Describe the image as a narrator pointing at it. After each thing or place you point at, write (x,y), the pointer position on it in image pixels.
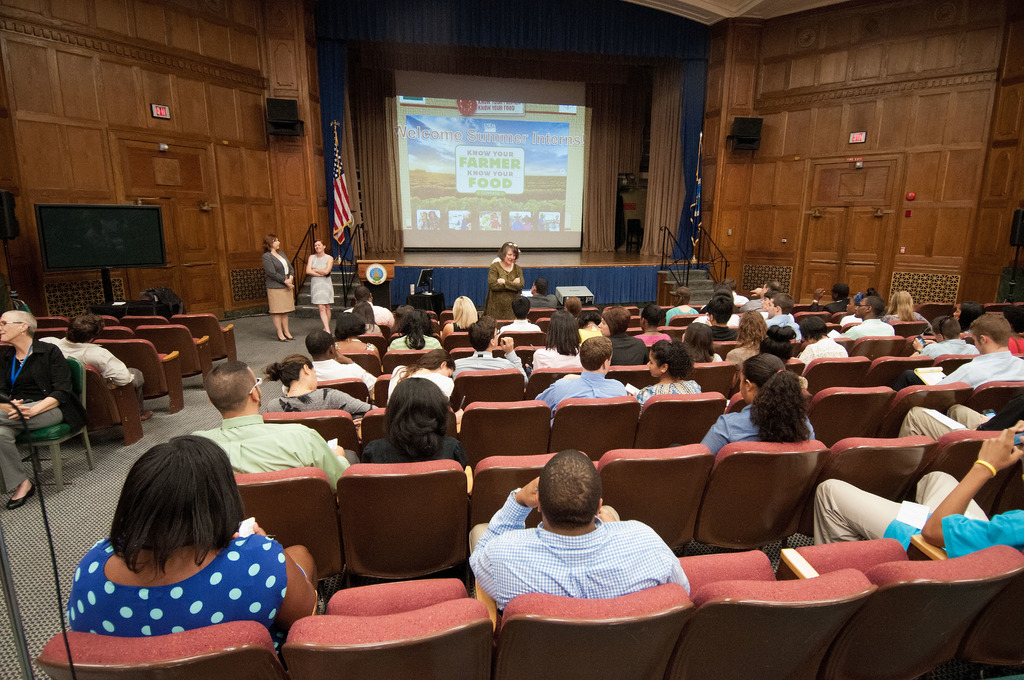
Here few people (598,356) are sitting on the chairs (439,520) and looking at this side. On the left side (287,287) 2 women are standing, in the middle (409,239) it is a projected screen (491,197).
